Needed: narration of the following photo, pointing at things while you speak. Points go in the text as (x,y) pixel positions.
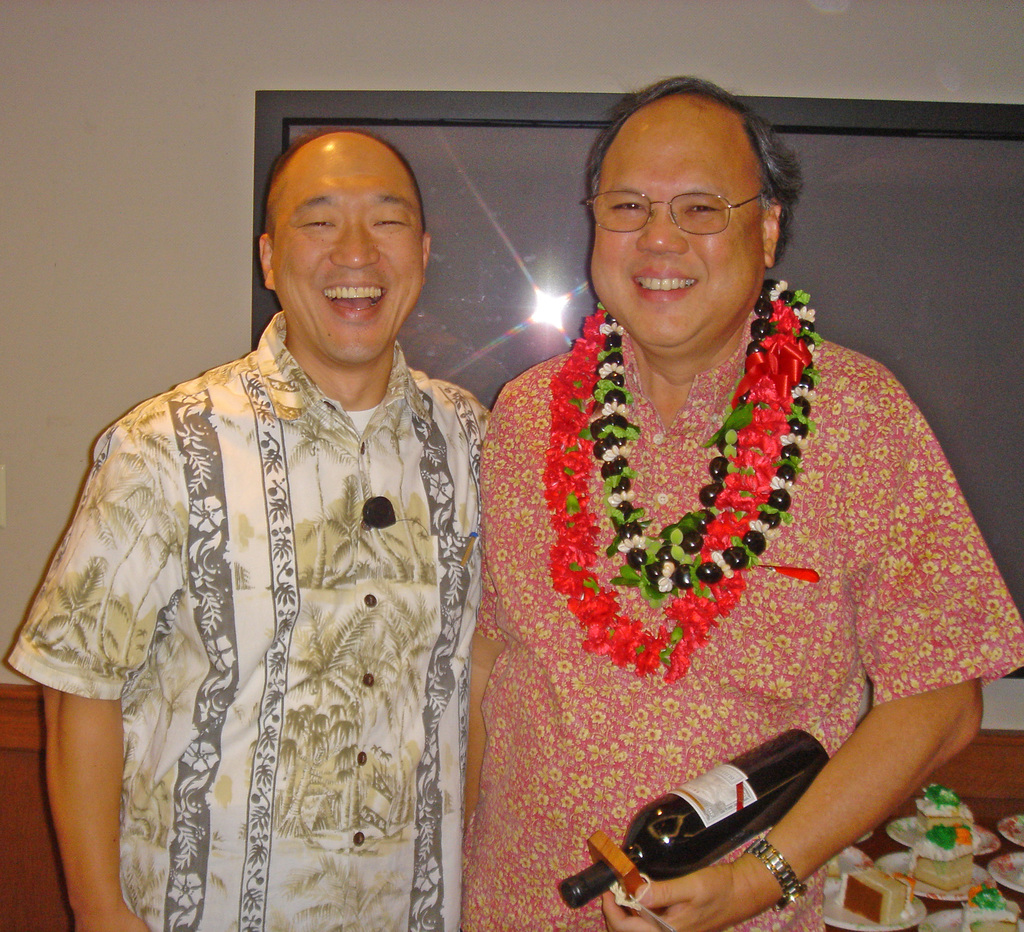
In this image we can see two persons (636,608) standing. On the right side (766,643) the person (713,636) is wearing a garland (690,653) and holding a bottle (732,812). At the back side (928,876) there is cake (886,904) on a plate (913,870). The person (404,424) is smiling.
